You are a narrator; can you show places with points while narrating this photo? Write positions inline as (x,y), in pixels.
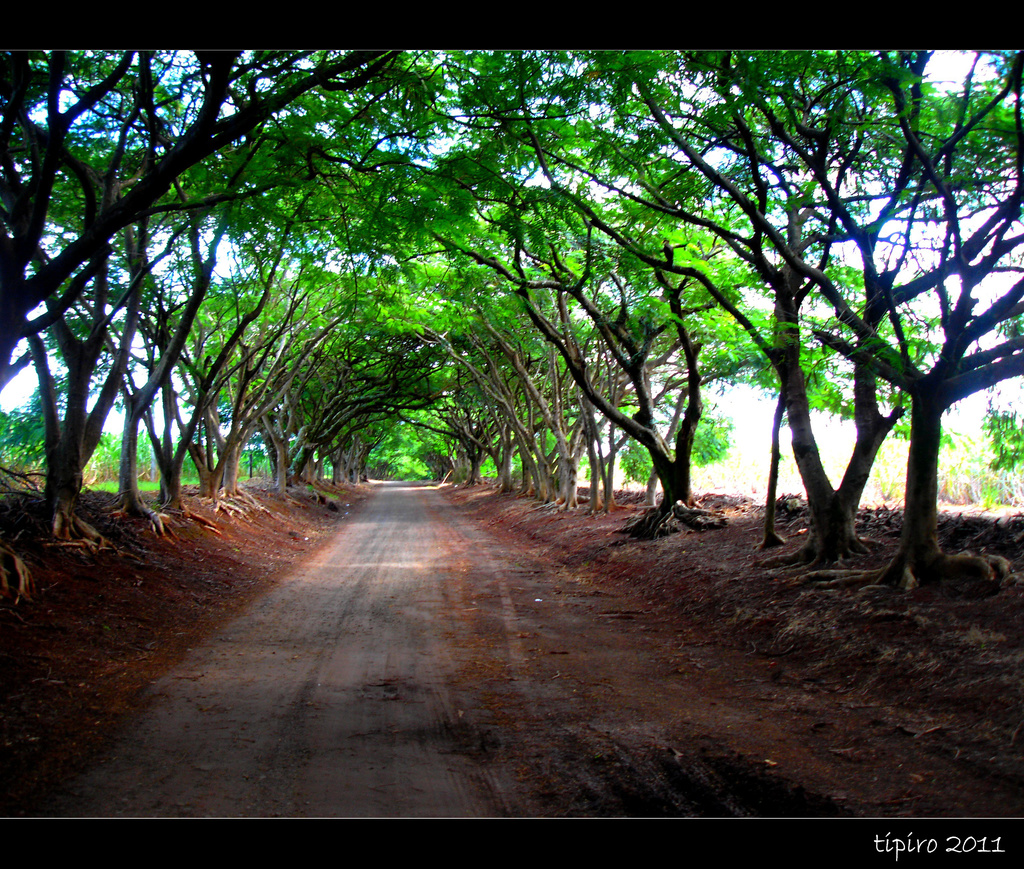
There is a walkway (462,661) and around the walkway (451,679) there are many trees (436,439) and in the background (230,249) there is a sky (230,249).
